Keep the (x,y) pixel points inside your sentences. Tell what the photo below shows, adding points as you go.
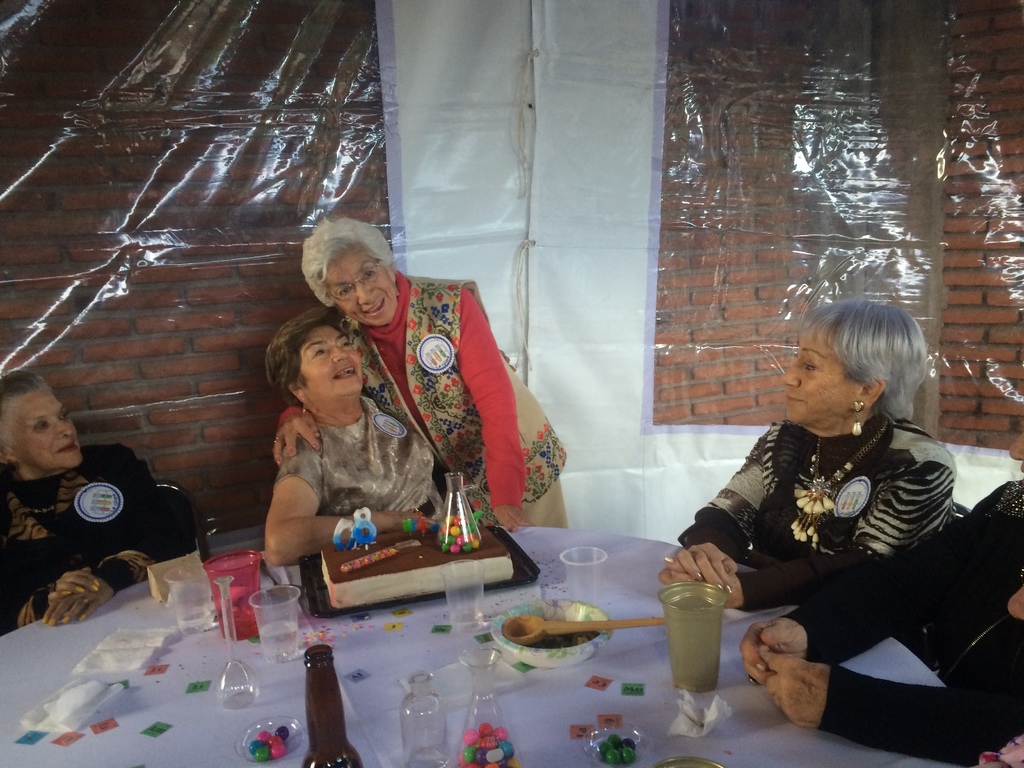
In this image can see a group of women (413,501) are sitting in front of a table (421,664) and a woman (444,418) standing and smiling. On the table (367,652) I can see that few bottles (411,690) and other objects (279,638) on it.
